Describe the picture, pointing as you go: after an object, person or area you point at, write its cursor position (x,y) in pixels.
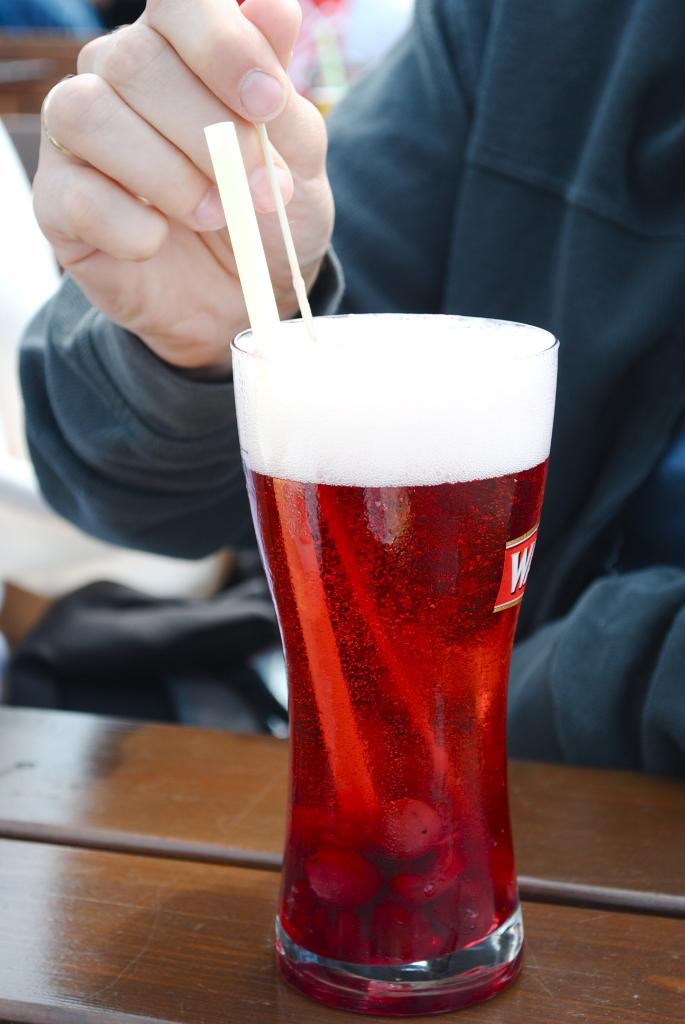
In this image I can see the glass (458,861) and the straw (283,417) in it. One person (355,218) is holding something and the glass (316,768) is on the brown color surface (272,814).
